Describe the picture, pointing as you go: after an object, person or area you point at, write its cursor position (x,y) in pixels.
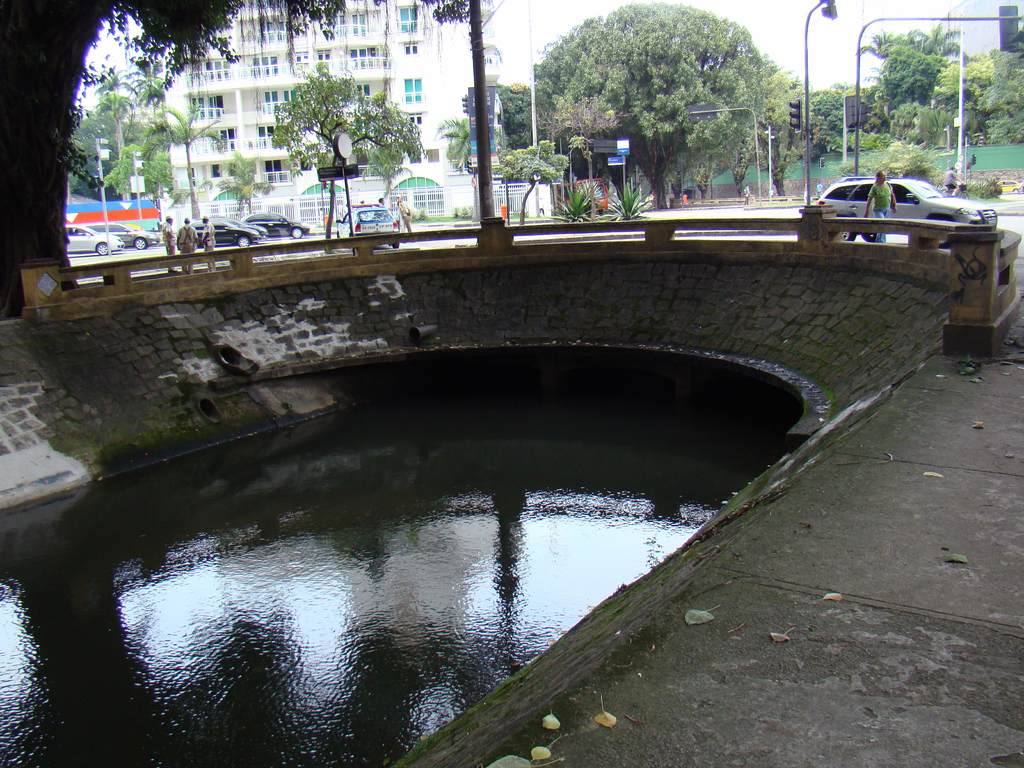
In the image there is a pond (626,543) on the left side (179,565) with a road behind it and vehicles (114,233) moving on it and some persons (877,196) walking on the foot path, in the back (277,111) there is a building (447,114) with many trees (508,135) in front of it.
